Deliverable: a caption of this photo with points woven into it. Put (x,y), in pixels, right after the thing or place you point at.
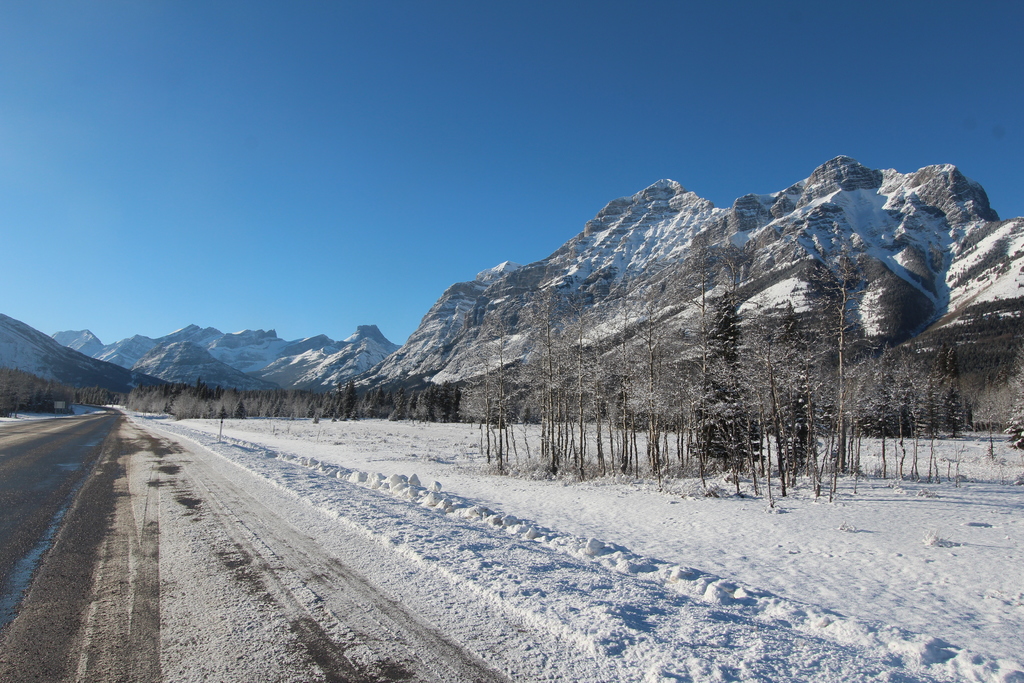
In this image, on the left side (147,461) I can see the roads (20,556), and on the right side (897,379) there are some trees (630,438), and at the back (421,388) we can see the mountains (448,353), and the background (375,167) is the sky (395,175).
